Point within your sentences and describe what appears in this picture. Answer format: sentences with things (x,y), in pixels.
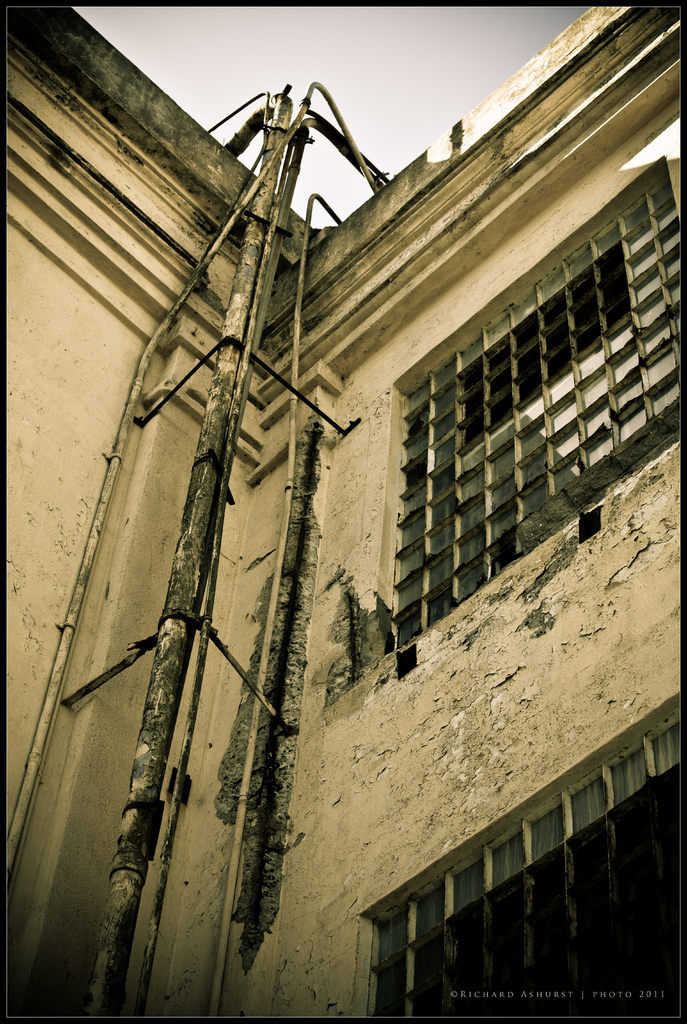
In this image, we can see a building (387,806), wall (360,789), glass object (513,444), rods (271,371), pipes (209,256). Top of the image (289,53), there is a sky (376,72). Right side (498,990) bottom corner, there is a watermark (551,996) in the image. The borders of the image, we can see black color.
